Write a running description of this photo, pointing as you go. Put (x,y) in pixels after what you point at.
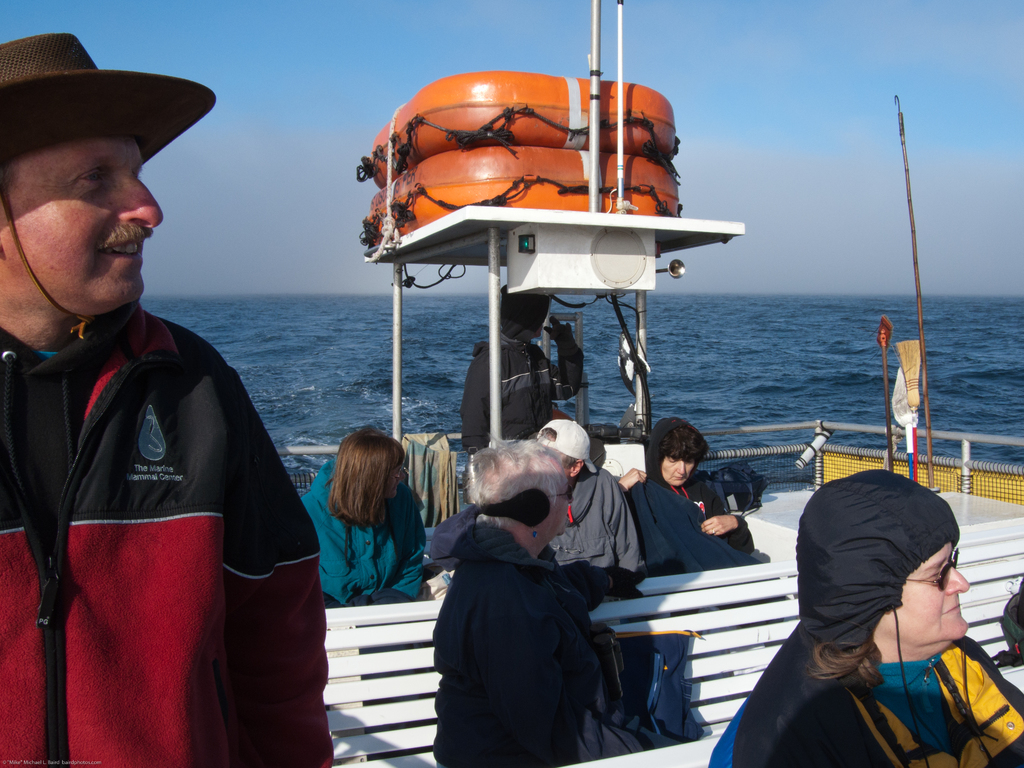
In this image, we can see some water (787,318). There are a few people (496,513). We can see the table (736,228) with some tubes (572,115) and poles (618,42). We can see a bench (1013,572). We can also see the fence (1019,467) and some cloth (432,476). We can also see objects (917,376) and the sky (922,131).
